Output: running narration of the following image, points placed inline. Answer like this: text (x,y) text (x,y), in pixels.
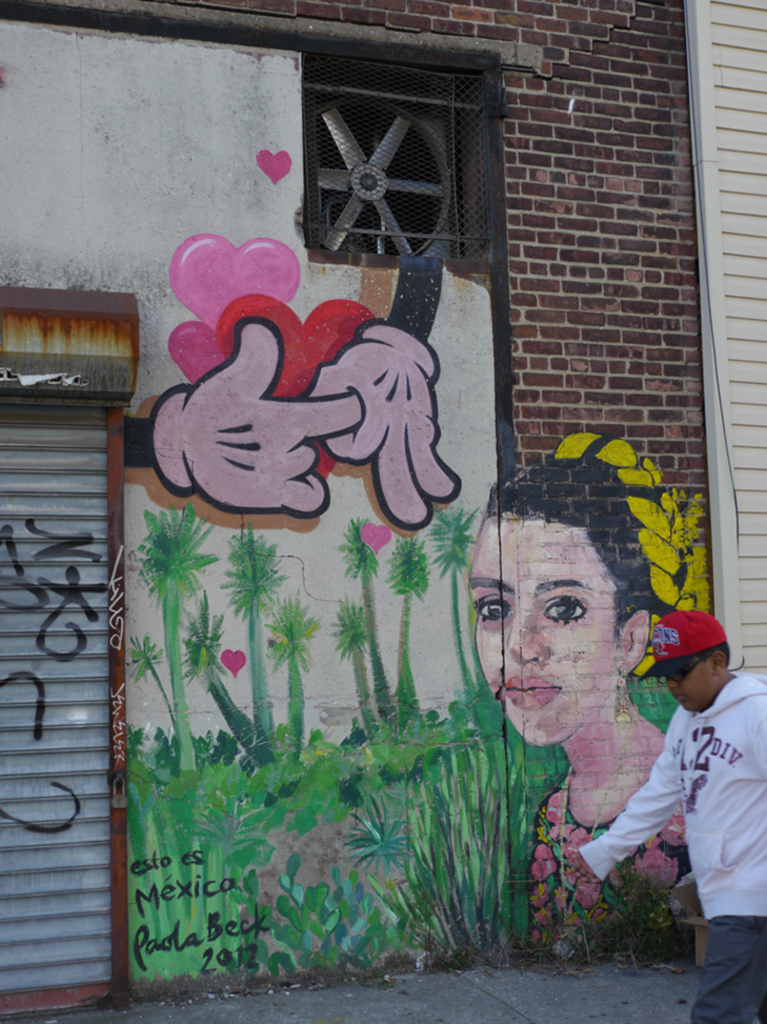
In this picture there is a boy (694,731) walking and we can see painting (396,792) on the wall (638,324), shutter (104,478), mesh (313,167) and exhaust fan (403,153).
